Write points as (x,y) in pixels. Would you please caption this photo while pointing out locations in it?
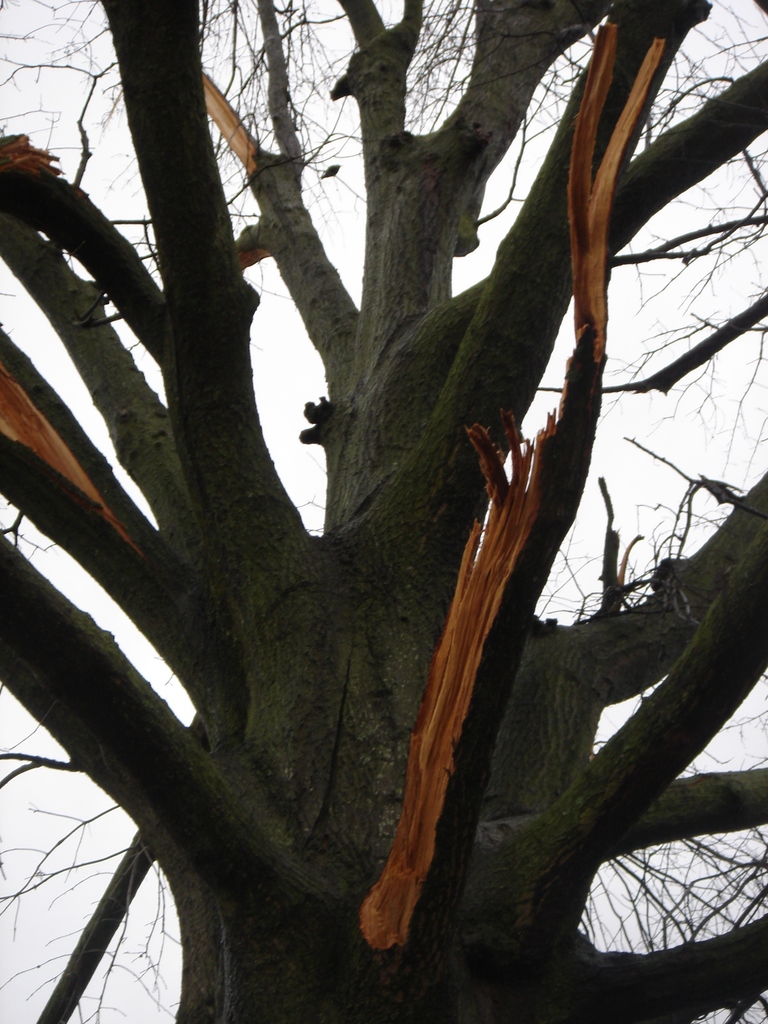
In the picture I can see the tree trunk (291,521) with its branches (40,675) and in the background (11,841), I can see the sky (55,839).
